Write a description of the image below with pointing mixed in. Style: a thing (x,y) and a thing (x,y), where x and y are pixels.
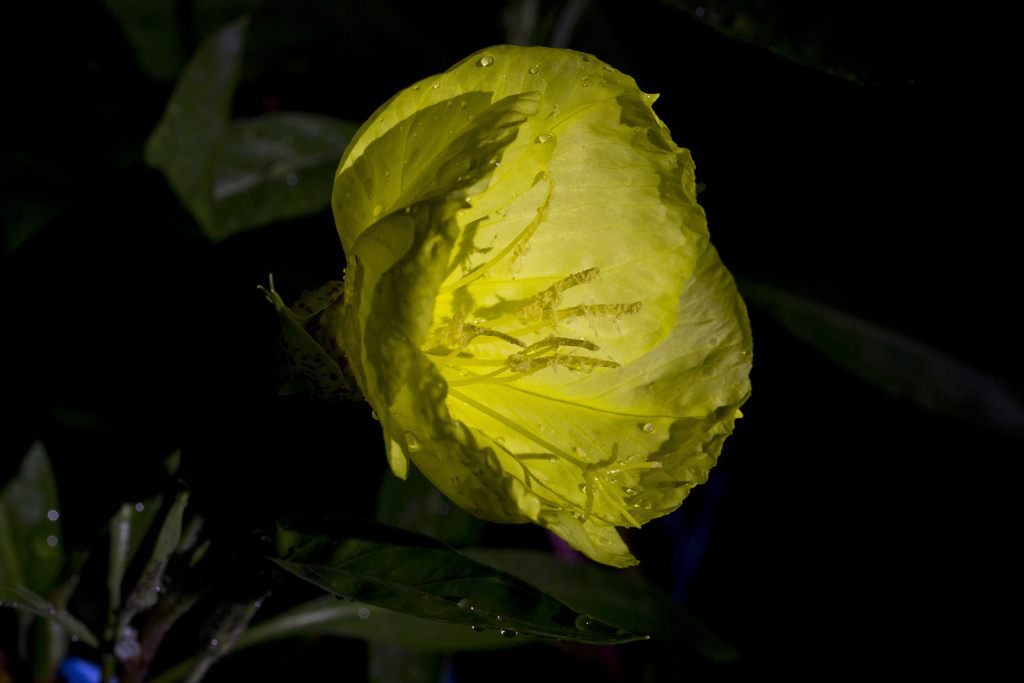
In this picture I can see the yellow color flower (569,205) on the plant (304,349). On the right (758,517) I can see the darkness (978,479). At the bottom (472,569) I can see some leaves (403,572).
